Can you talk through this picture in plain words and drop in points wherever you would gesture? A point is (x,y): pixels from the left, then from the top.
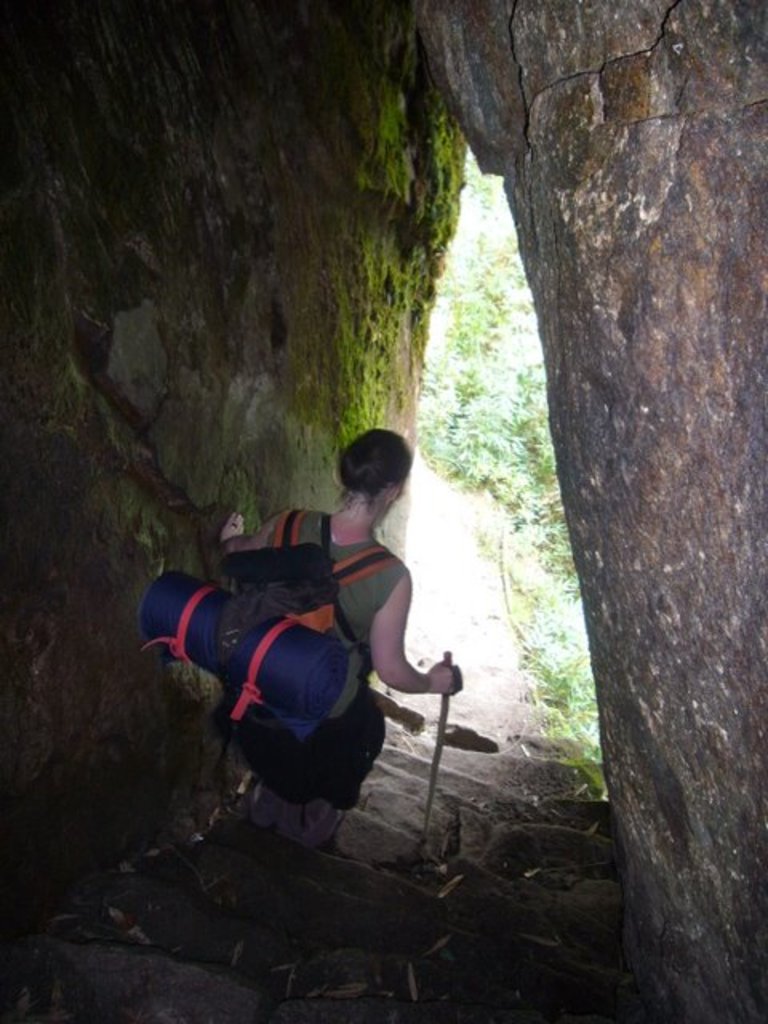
There is a woman (341,530) holding a stick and carrying a bag (273,642). We can see algae (338,426), walls (336,399), steps (477,865) and plants (534,581).
